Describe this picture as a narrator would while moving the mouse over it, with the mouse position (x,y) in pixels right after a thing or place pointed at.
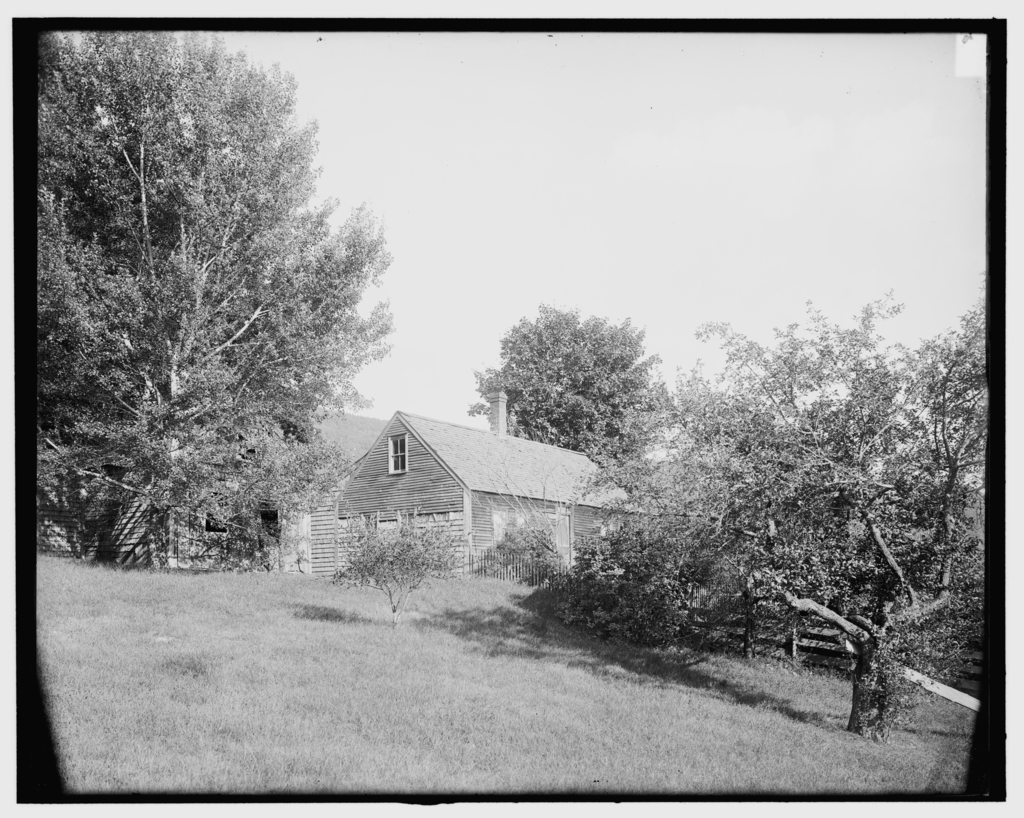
In this image in the background (538,504) there are trees (867,608) and there is a house (458,483) and there is grass (248,660) in the center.
